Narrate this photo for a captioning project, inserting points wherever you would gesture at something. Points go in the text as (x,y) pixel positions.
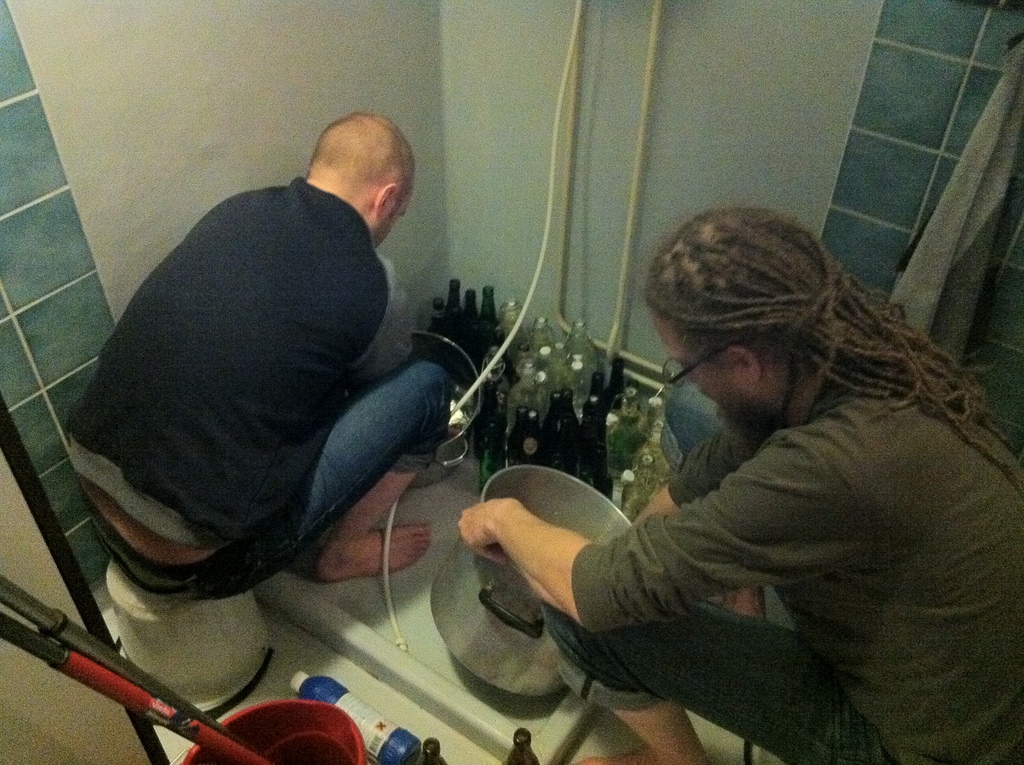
In the picture there are two men (717,210) sitting on the stools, they are washing utensils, in front of them there are many bottles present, on the wall (858,17) there are pipes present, behind them there are some objects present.
